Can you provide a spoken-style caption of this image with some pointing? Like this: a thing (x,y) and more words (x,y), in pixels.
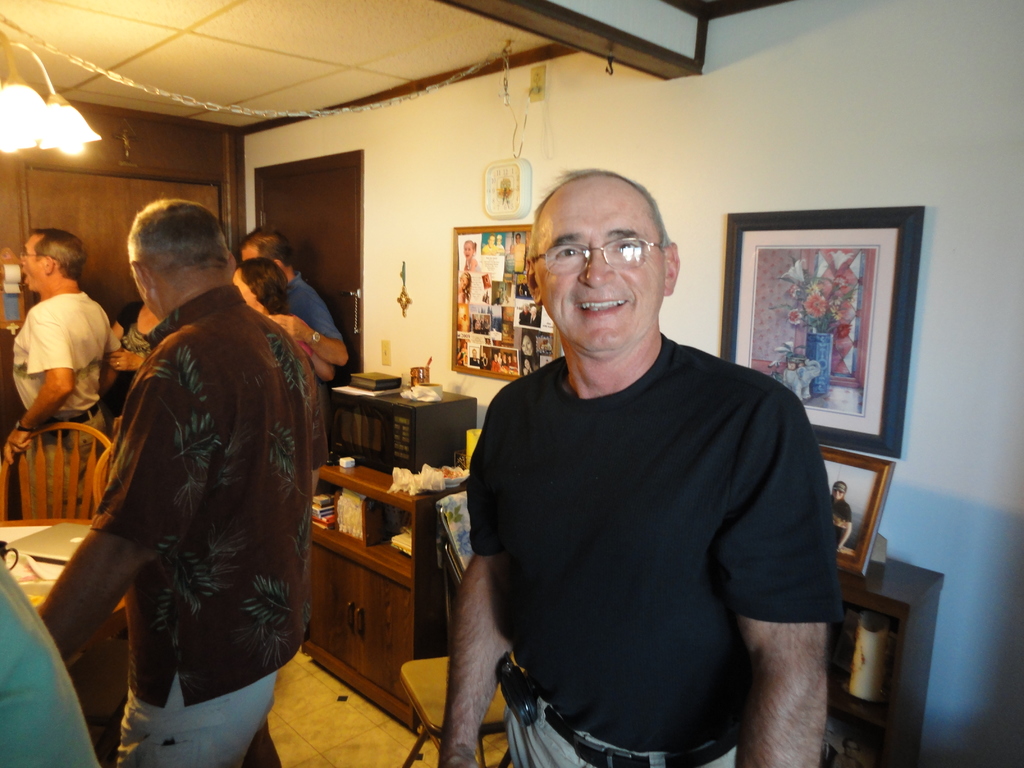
In this picture there are group of people (291,483) standing in the room (340,721). A room (353,735) contain micro oven (381,445), book table (370,609), chair (101,471), laptop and a door (349,304). The wall (368,254) contain frames (512,347) on the top of room (180,125) there is a light (60,128). On the wall (469,146) there is a watch (505,176).
